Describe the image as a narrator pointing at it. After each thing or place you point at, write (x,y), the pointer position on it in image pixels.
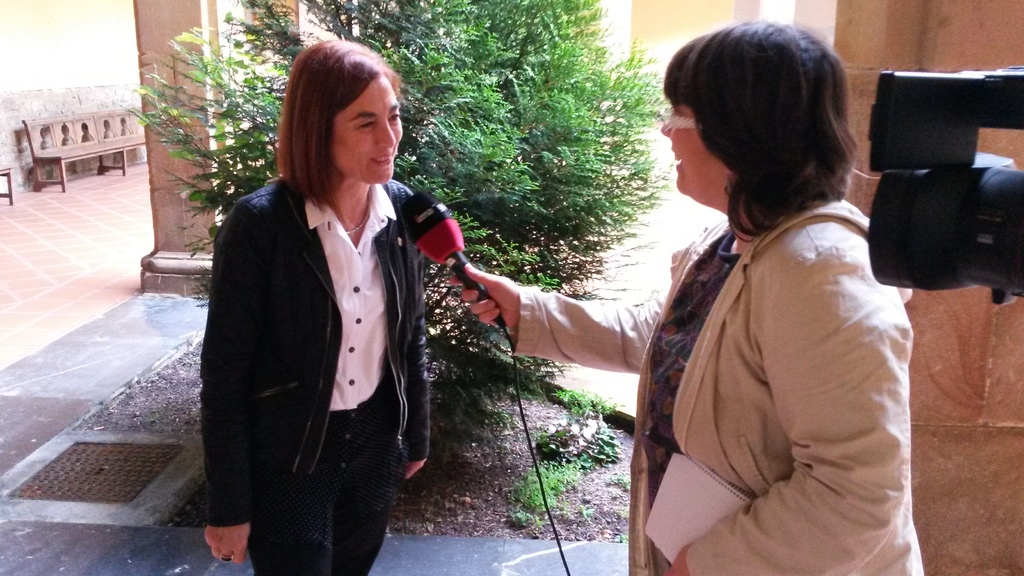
In this picture we can see there are two women (309,398) standing on the floor (190,566). A woman (660,355) is holding a microphone (445,240). On the right side of the image (960,231), there is a camera (974,207). Behind the women (400,222) there is a tree (453,134), plants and pillars (185,25). On the left side of the image (69,145), there is a bench (55,137) and a wall (45,61).
